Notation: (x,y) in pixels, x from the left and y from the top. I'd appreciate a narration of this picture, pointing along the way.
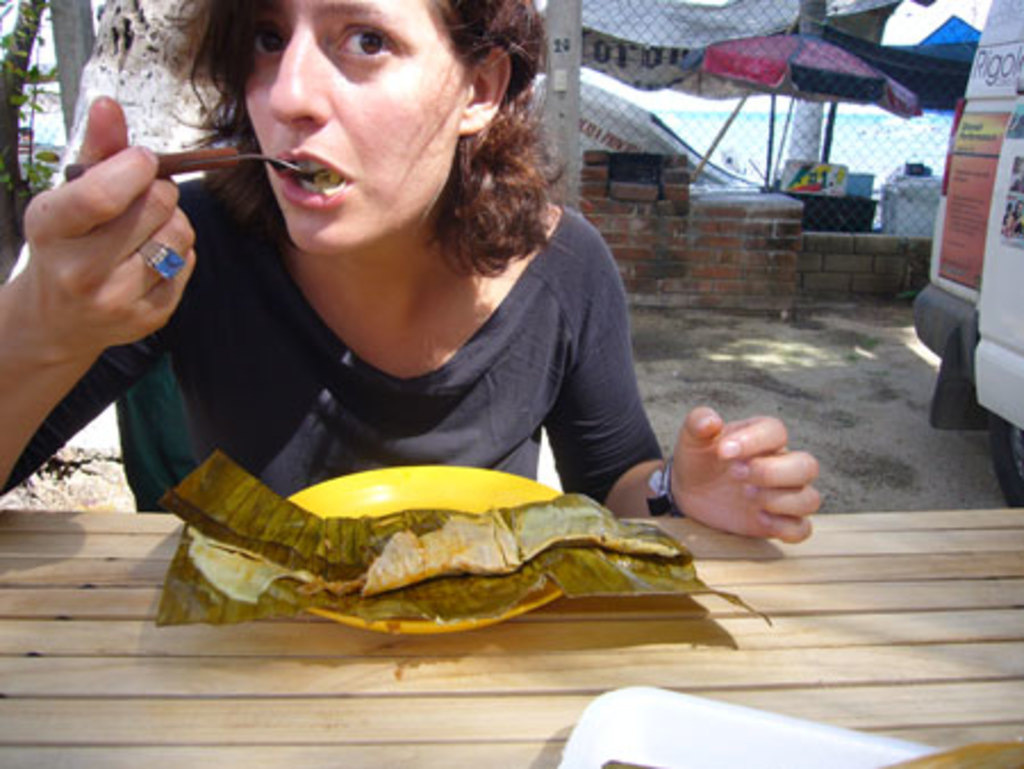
In this picture I can see a woman (410,329) in front (273,304) who is holding a spoon (236,162) and I see a table (911,695) in front of her on which there is a yellow plate (352,513) and I see a leaf (381,544) on it. In the background (660,63) the path (701,307) and the wall (635,241) and I see few stalls (655,75).
